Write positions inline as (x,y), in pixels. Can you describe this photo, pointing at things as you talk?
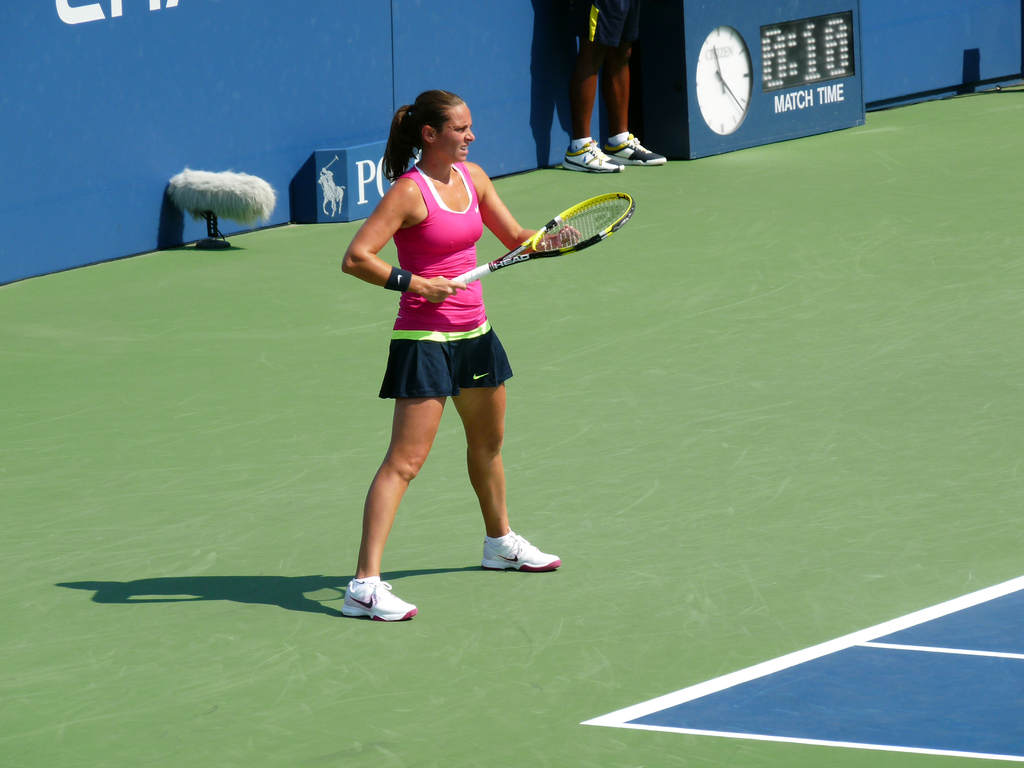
This picture shows a woman (422,327) playing tennis with a racket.
